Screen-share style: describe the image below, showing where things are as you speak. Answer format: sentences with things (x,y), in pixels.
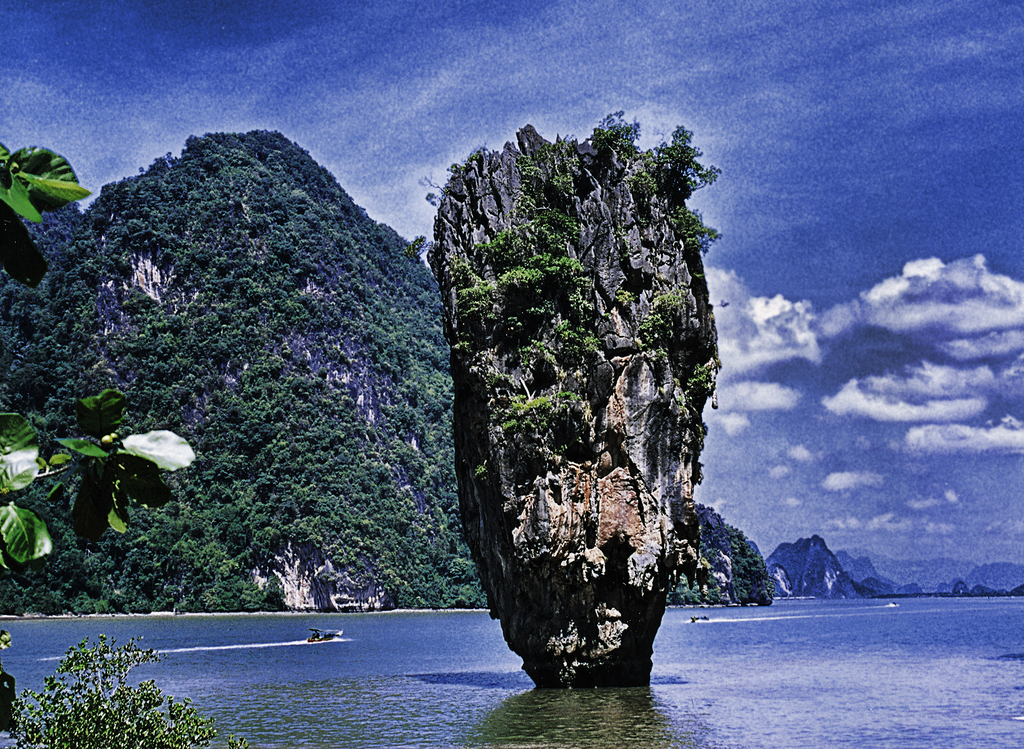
In this picture we can see the river (698,680) and some hills (444,323), one hill (552,398) is in middle of the river (571,692) and some trees (436,569).
